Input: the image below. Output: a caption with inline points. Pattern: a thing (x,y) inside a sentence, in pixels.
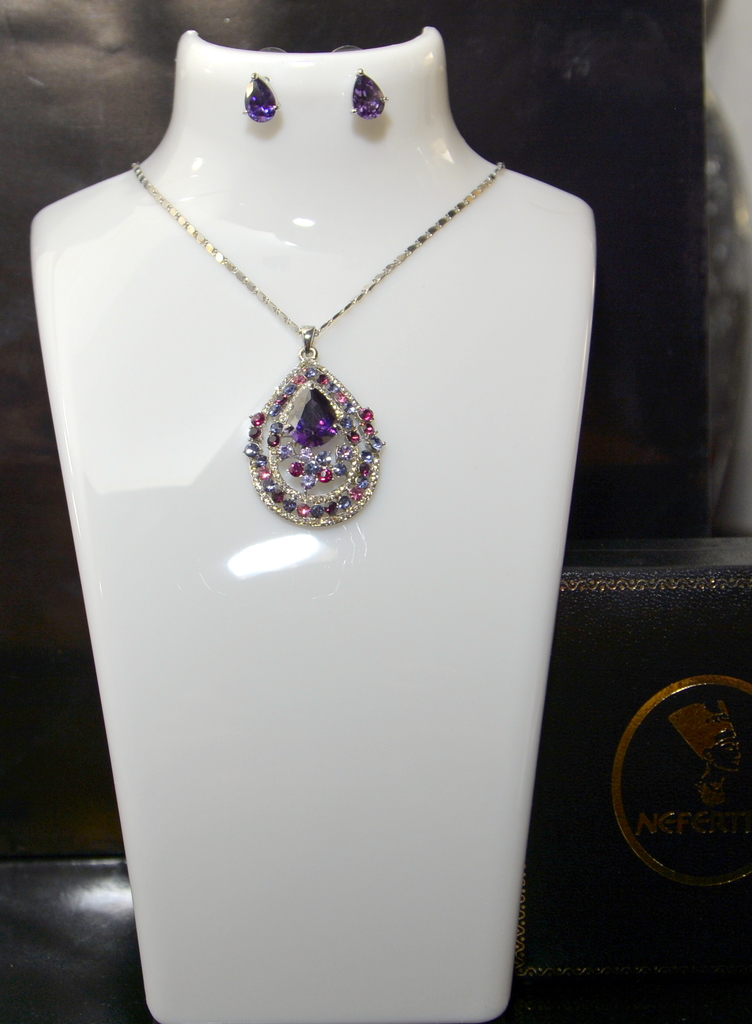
Here in this picture we can see a chain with a locket (316,369) and ear pieces (269,110) present over a place (234,140).
